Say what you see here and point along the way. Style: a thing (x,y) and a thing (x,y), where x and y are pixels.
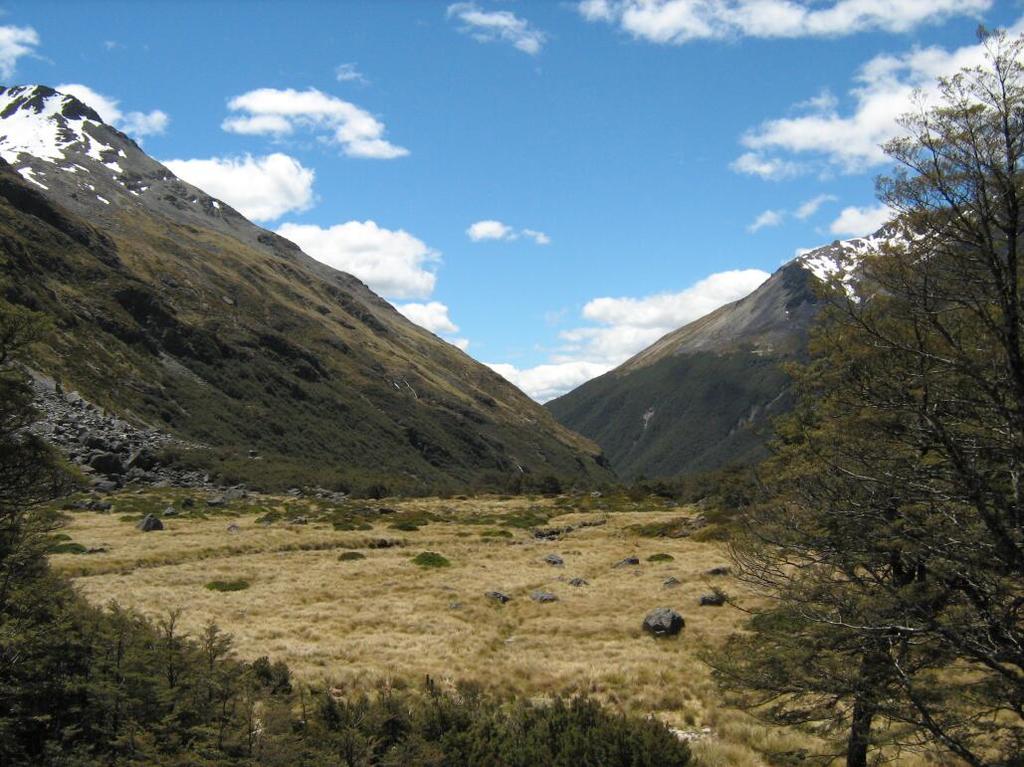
In this image there are rocks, grass (549,572), plants (110,751), trees (972,572), hills (339,303), and in the background (523,185) there is sky (487,107).
